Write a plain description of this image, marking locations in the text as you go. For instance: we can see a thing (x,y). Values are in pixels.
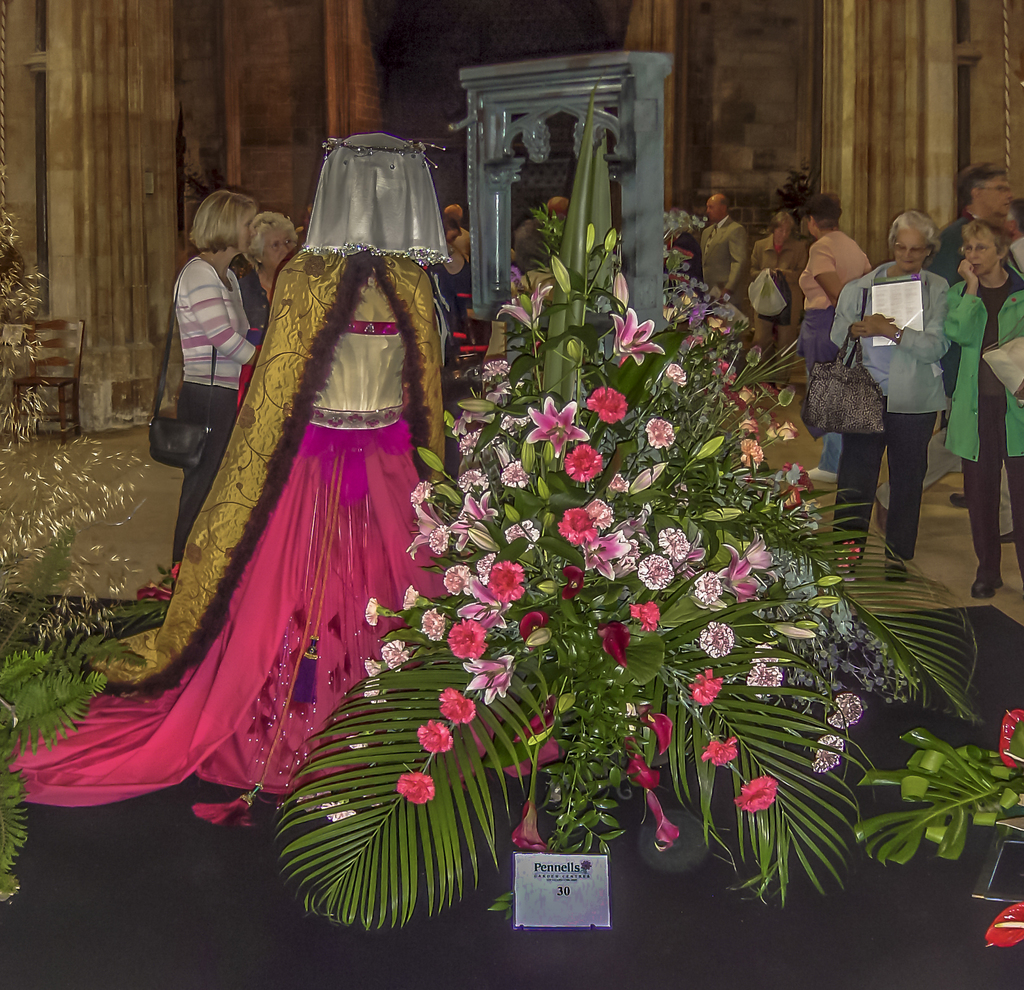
In this image I can see there are the persons (800,261) standing on the floor (35,503), in front of them I can see a plant (708,486), on the plant (735,547) I can see flowers (738,563) and I can see a colorful dress (306,470) at the top (347,69) I can see the wall (949,78).
